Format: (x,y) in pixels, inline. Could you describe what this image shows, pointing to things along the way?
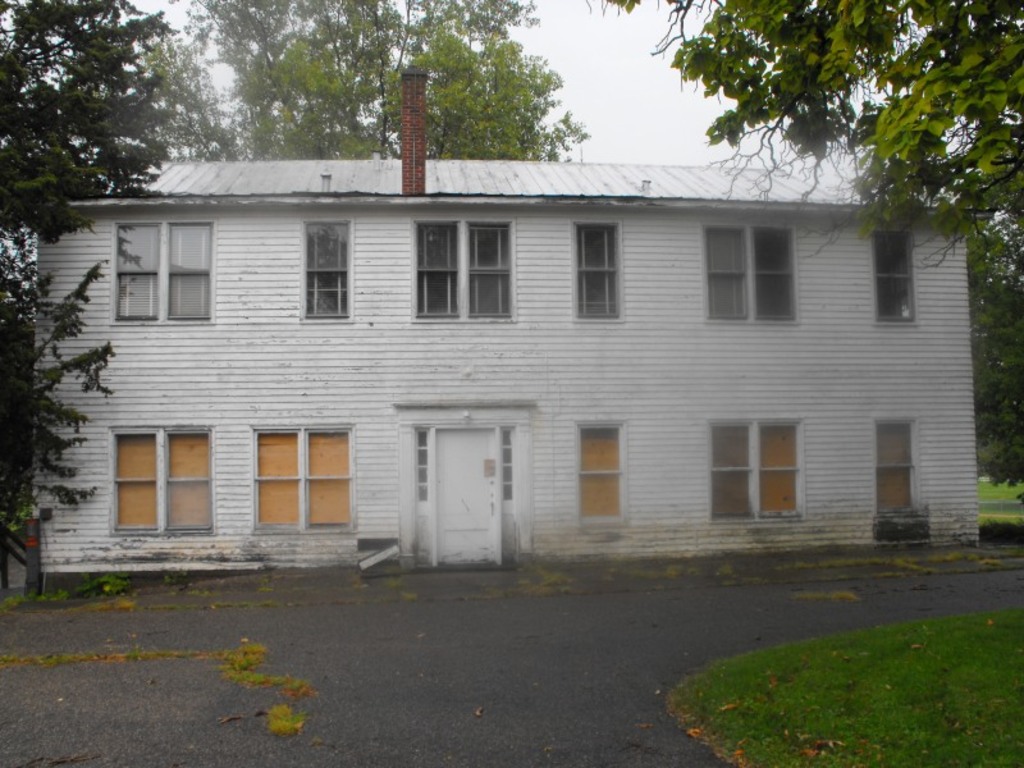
In the picture there is a building (651,510), it has many windows (319,439) and around the building (122,424) there are a lot of trees (36,450) and there is a road (664,671) in front of the building (311,362).
